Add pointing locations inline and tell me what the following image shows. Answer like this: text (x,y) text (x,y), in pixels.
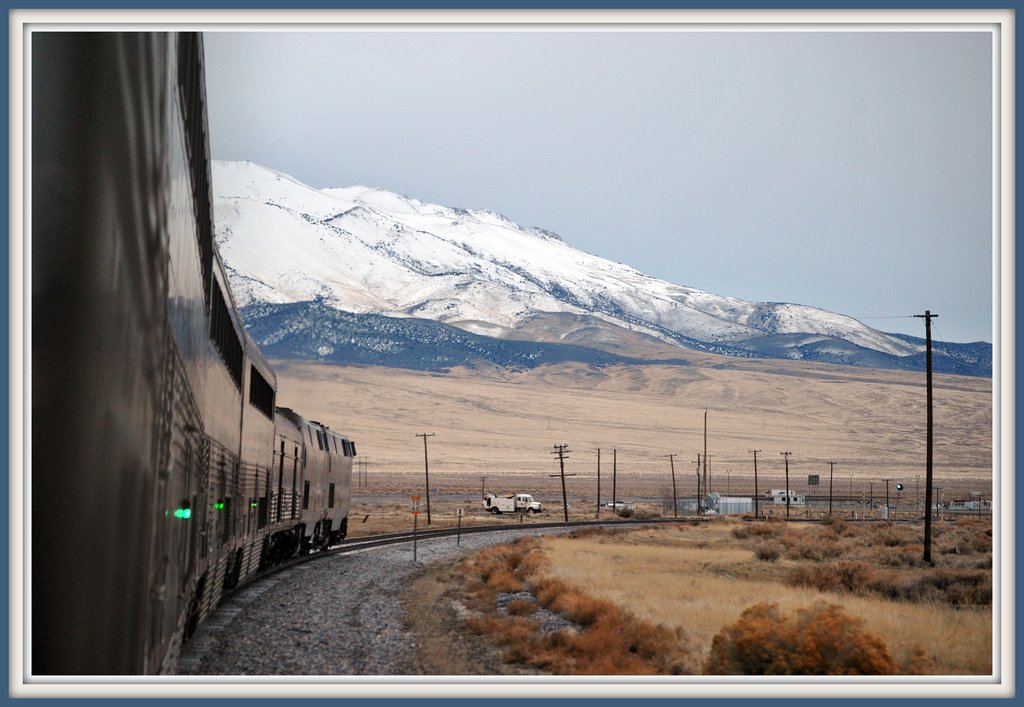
In this image, we can see a train (263,531) on the track (345,539). At the bottom (595,619), we can see walkway (388,647), plants (519,644), stones (403,652). Background (720,150) we can see poles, vehicles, houses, hills (402,343) and sky (737,167). We can see white color and blue color borders (876,16) on this image.
